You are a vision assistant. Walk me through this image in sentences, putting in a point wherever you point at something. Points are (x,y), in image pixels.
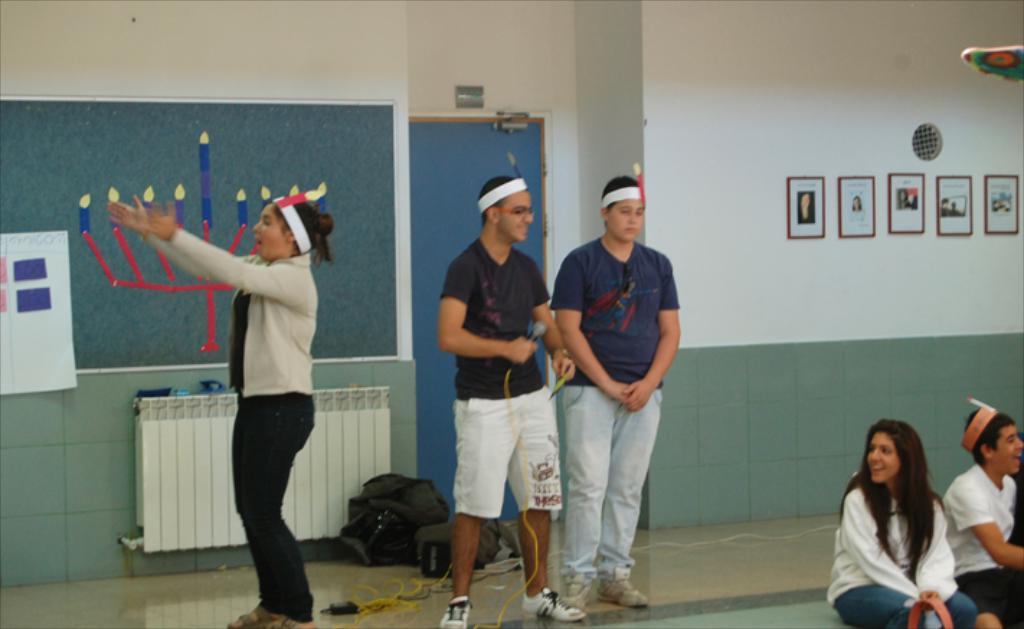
In this image, we can see few people (491,393). Few are standing and sitting. Few are smiling. Here a person (506,403) is holding a microphone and some object (559,385). Background (740,194) we can see wall (762,218), photo frames (789,217), boards (373,269), door (436,188), poster (10,331), paper craft (212,285), few objects (314,515).
